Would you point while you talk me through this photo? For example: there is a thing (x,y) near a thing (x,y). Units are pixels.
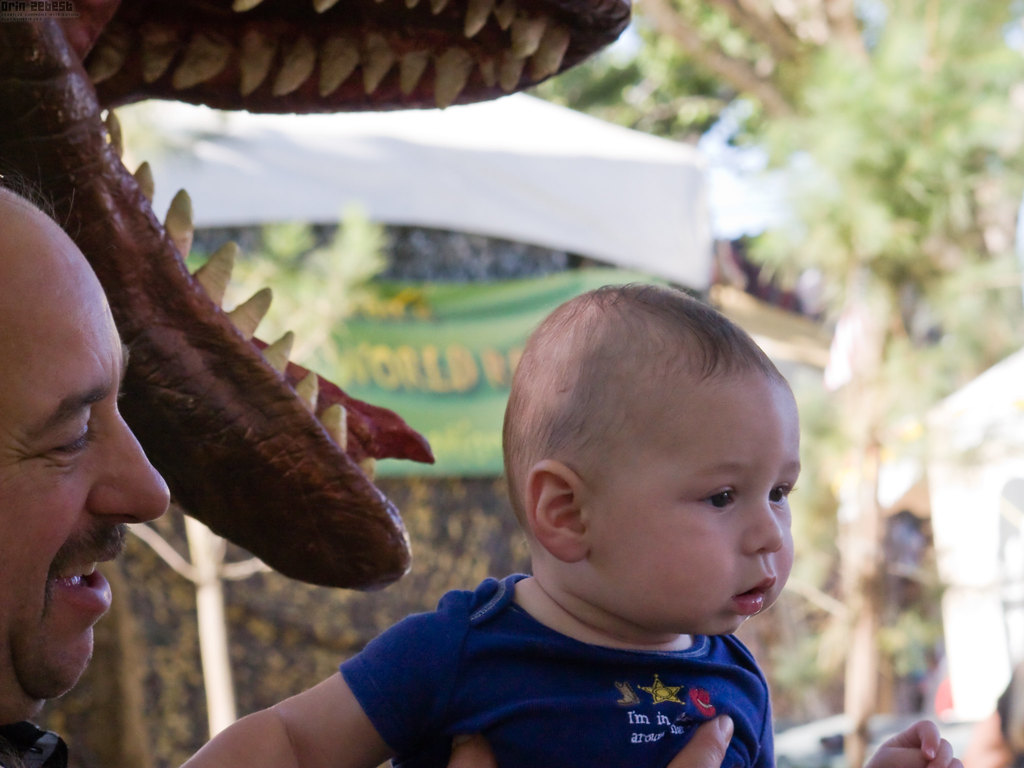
In this image in the foreground (165,481) there is one person (82,371) who is holding a boy (616,477), and in the background (176,285) there is a toy (318,471) and animal (92,95), tents (245,209) and some trees (867,697) and cars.
